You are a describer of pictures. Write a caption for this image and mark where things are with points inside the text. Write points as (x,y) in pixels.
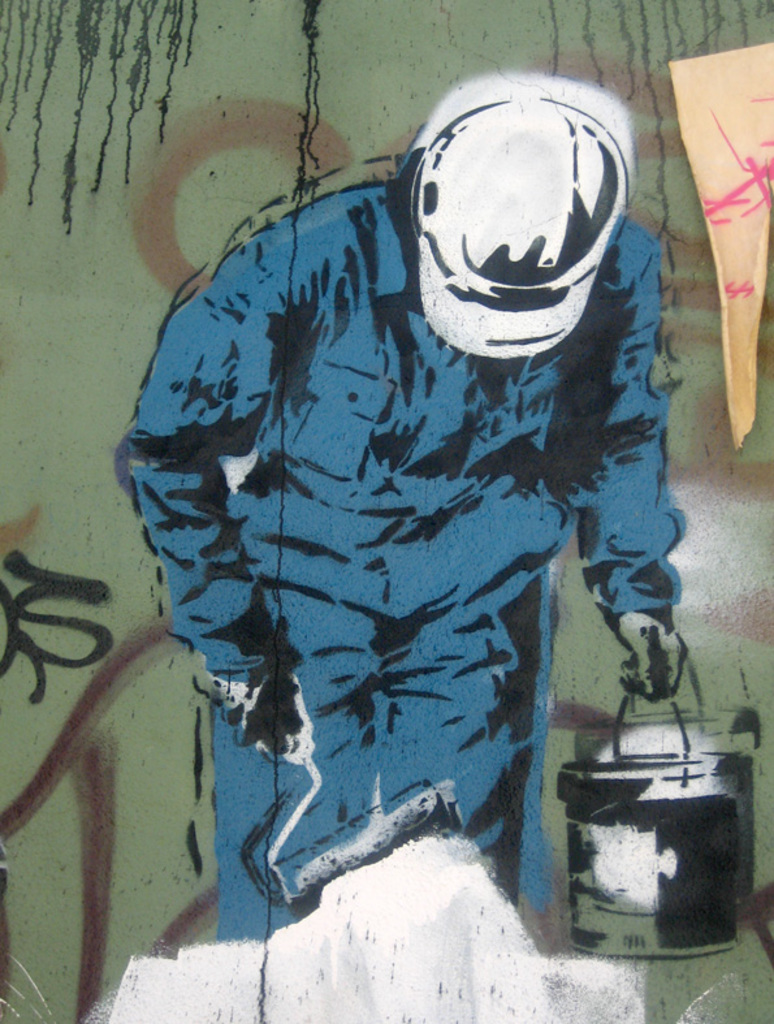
There is a painting (653,274) in which, there is a person (580,105) wearing a white color helmet (529,107), holding a paint roller (363,829) with one hand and painting on an object (352,903), and paint tin (677,740) with the other hand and standing. In the background (217,41), there is a wall (207,42).
